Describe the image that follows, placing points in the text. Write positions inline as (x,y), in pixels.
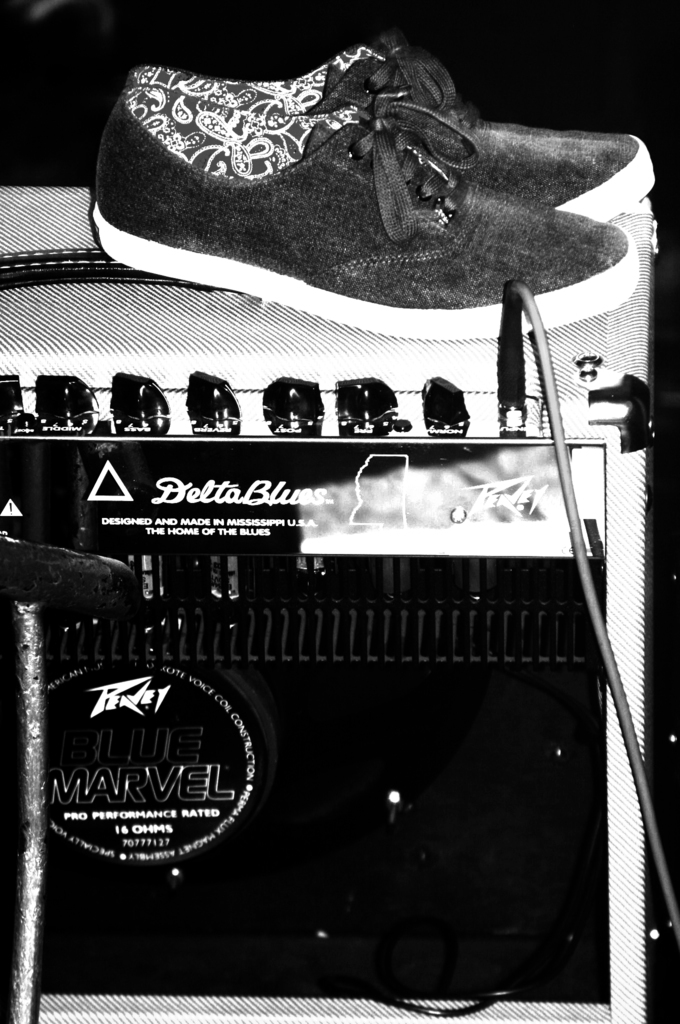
In the front of the image (287,787) there is a device (295,476), cable (515,379), pair of shoes (265,222) and an object (125,564). In the background of the image (675,104) it is dark.
